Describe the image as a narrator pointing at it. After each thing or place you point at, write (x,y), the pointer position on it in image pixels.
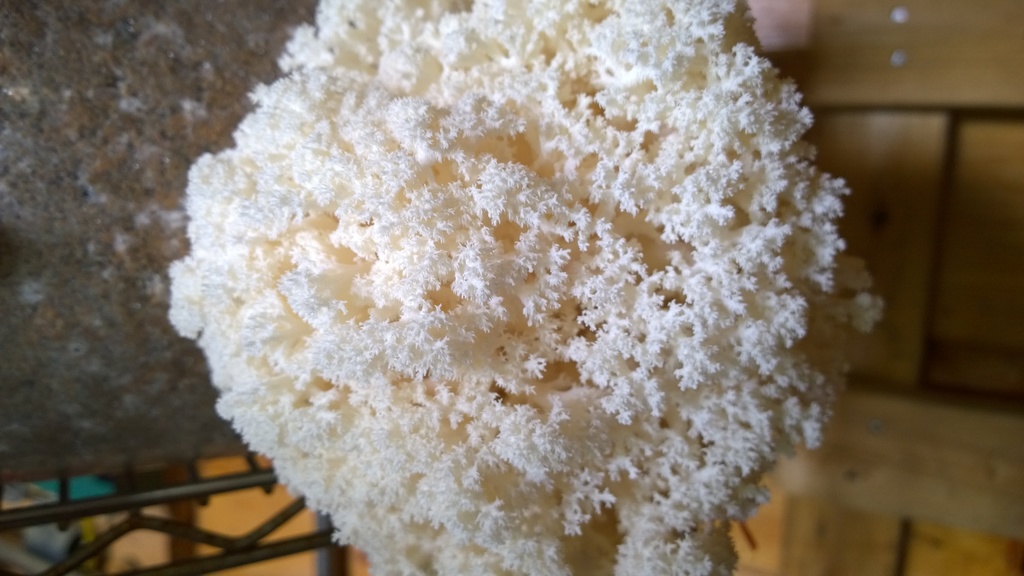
In this picture there is an object (437,347) which is in white in color.
